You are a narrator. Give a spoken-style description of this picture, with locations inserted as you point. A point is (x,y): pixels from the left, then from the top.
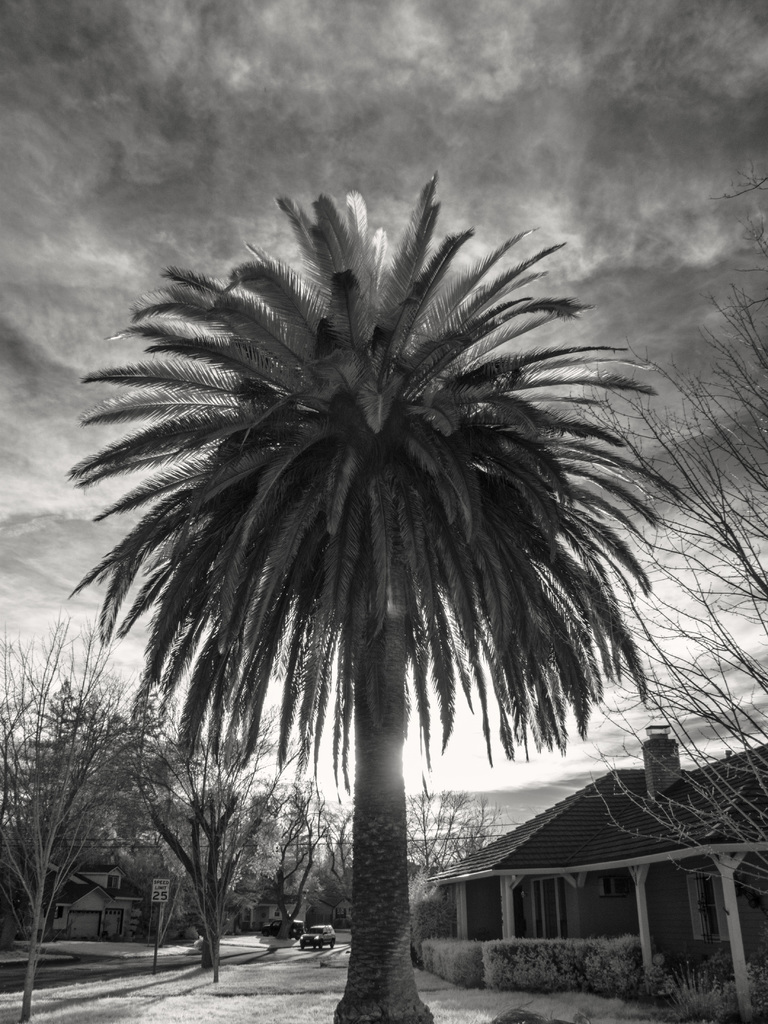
In this black and white image there are buildings (592,923), trees (61,817) and a vehicle (328,937) is moving on the road (336,942). In the background (364,171) there is the sky (429,138).
